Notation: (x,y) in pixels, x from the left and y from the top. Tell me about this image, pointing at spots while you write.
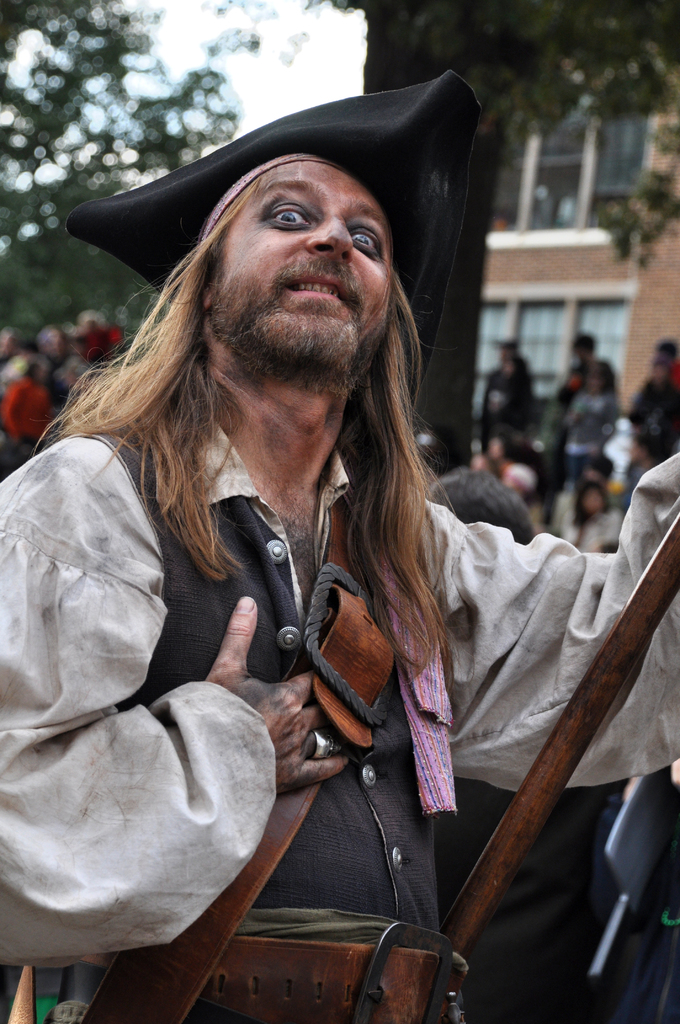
In this picture we can see a man (119,768) in the costume (194,669). Behind the man (194,545), there are blurred people (600,471), trees (14,271) and a building (566,272). At the top of the image (267,101), there is the sky (264,80).
